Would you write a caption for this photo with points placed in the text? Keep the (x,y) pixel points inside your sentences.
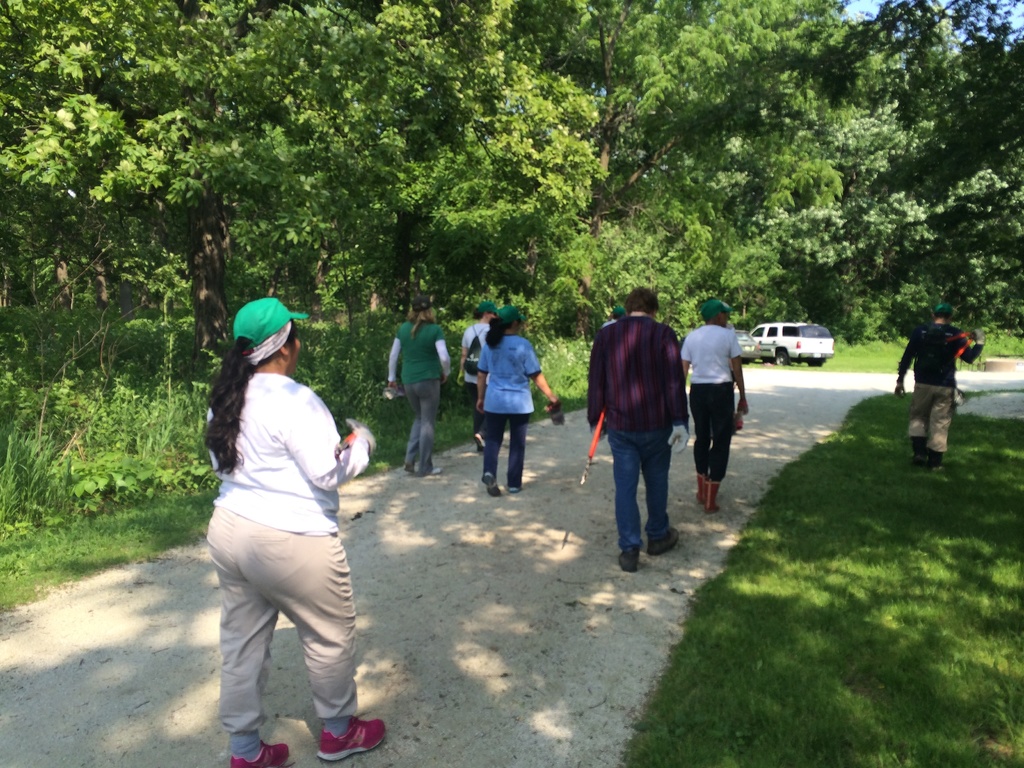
In the foreground of this image (665,446), there are persons (242,539) moving on the road (871,372) to which there are trees (535,190) and grass (923,580) on both the sides. In the background (823,342), there is a vehicle (788,348) parked near the road (854,395).
